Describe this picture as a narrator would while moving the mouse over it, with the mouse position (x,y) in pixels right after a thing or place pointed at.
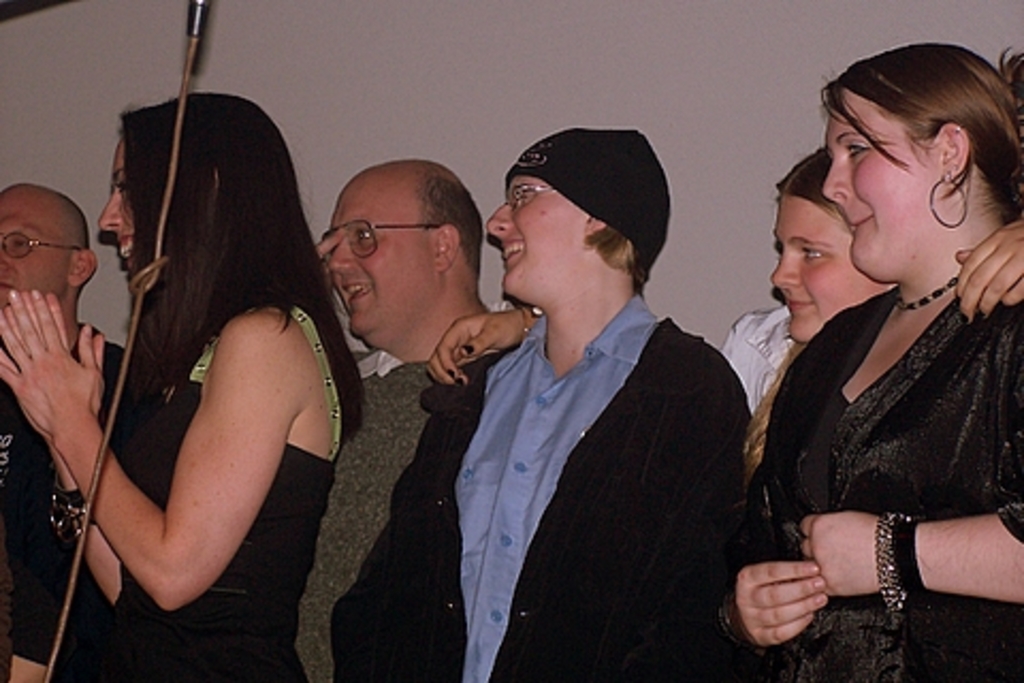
In this image I can see number of persons (835,485) are standing and smiling. I can see few of them are wearing spectacles (525,198) and I can see the white colored background (423,68).
